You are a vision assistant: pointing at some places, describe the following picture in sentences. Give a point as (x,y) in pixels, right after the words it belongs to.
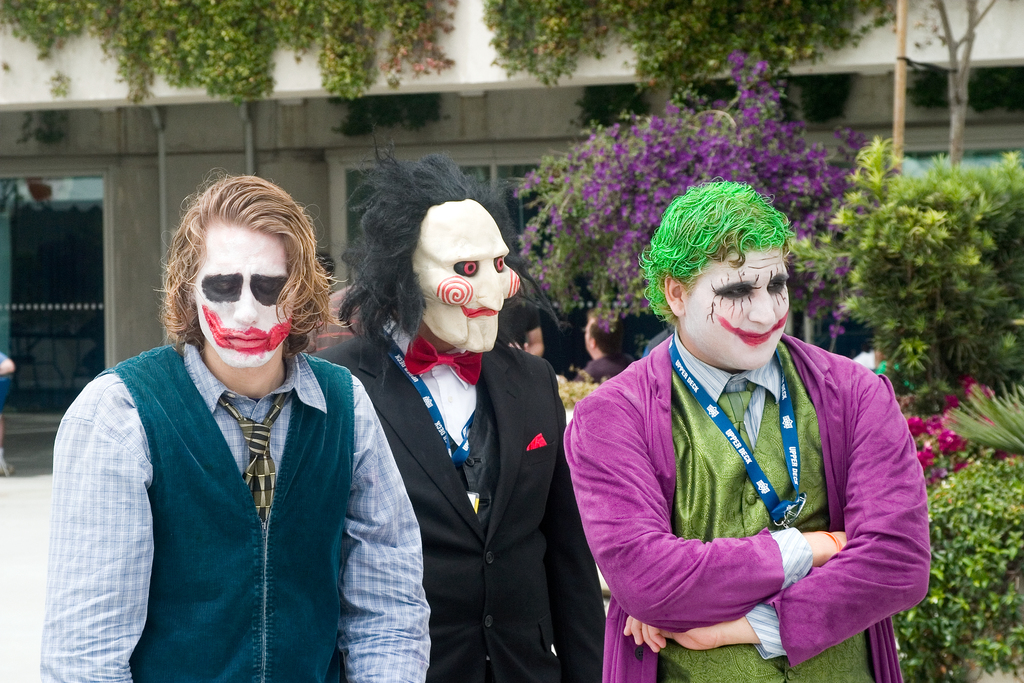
3 people (687,352) are standing. The person (533,437) at the center (478,335) is wearing a mask (456,279). The other 2 people (267,333) painted their faces (220,289) as jokers. Behind them there are plants (578,257), other people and buildings (269,138).
